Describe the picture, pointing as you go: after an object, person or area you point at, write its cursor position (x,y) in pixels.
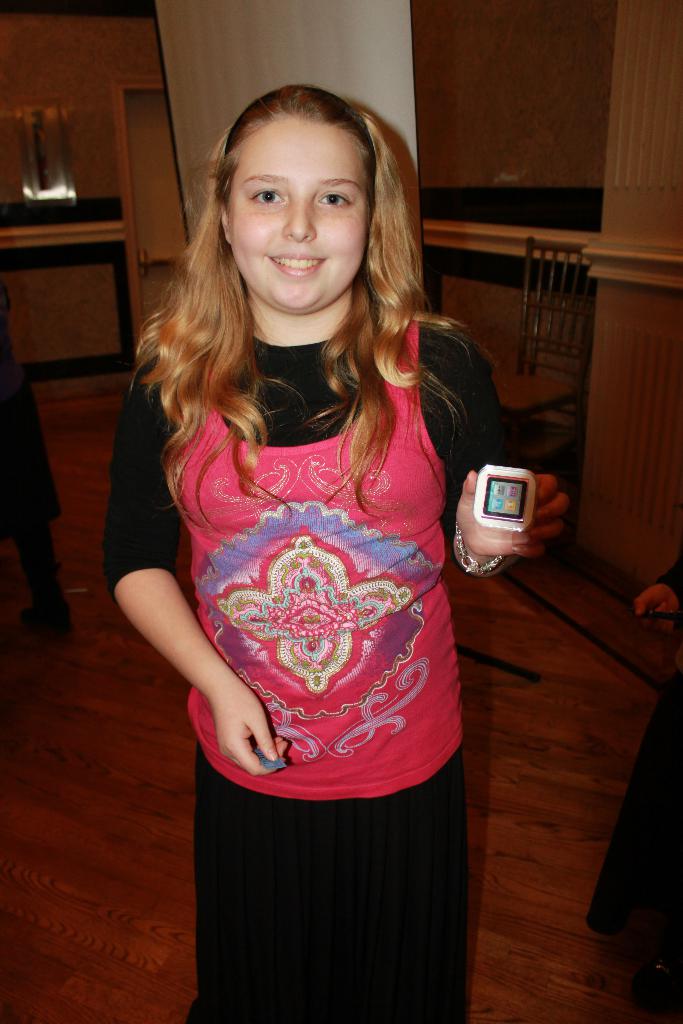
In this picture a small girl (298,480) is holding a electronic device (489,500) in one of her hands (479,541).
